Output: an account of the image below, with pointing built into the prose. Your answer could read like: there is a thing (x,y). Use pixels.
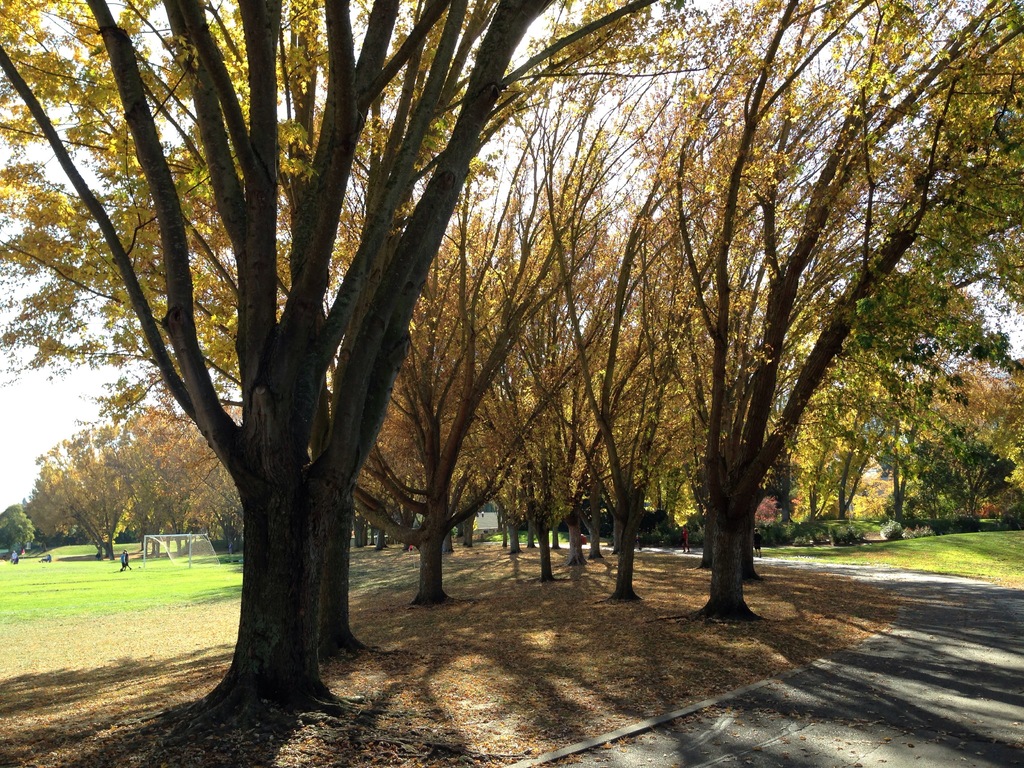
In this image we can see trees (397,534), grass (132,559), persons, road (883,638) and sky (43,411).
